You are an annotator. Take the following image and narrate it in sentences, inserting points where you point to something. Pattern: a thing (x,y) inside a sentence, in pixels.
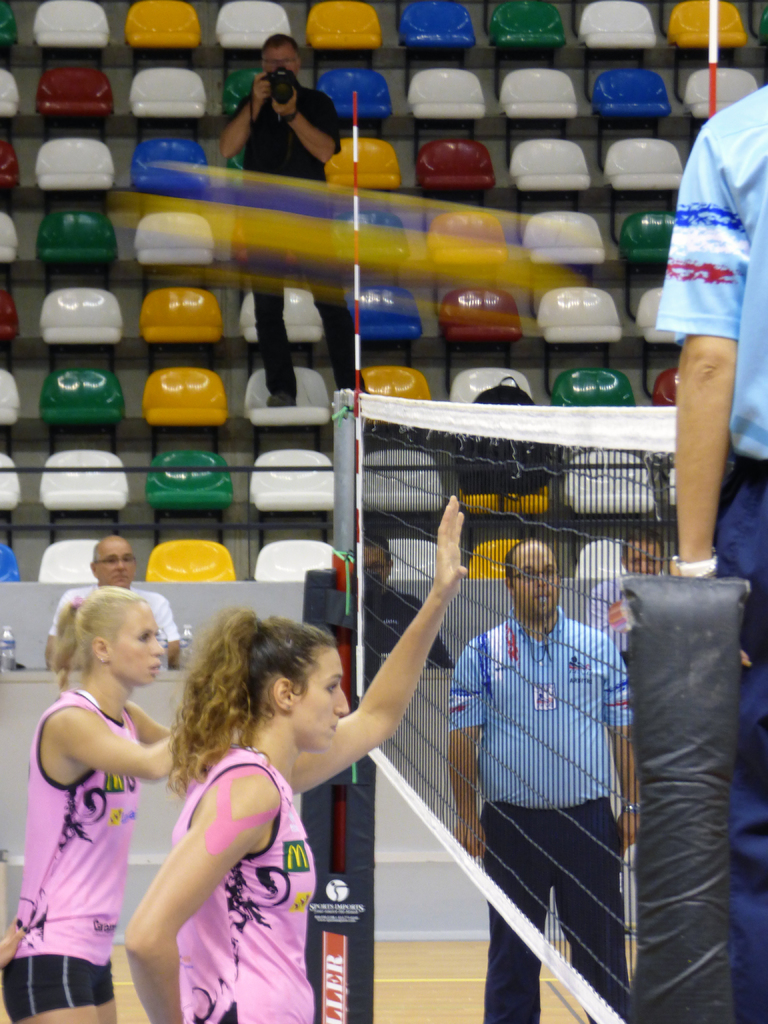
At the bottom (116,707) there are two women (288,785) wearing same dress (102,923). Both of them standing near to the net (374,761). On the right (708,364) there is a man (720,305) who is standing on the pole (741,586). Beside the net (530,649) we can see the man (530,615) who is standing on the pitch (435,954). In the background (294,74) there is a man (276,395) who is wearing black dress (270,138) and holding camera (283,80). He is standing on the chairs (304,407).
